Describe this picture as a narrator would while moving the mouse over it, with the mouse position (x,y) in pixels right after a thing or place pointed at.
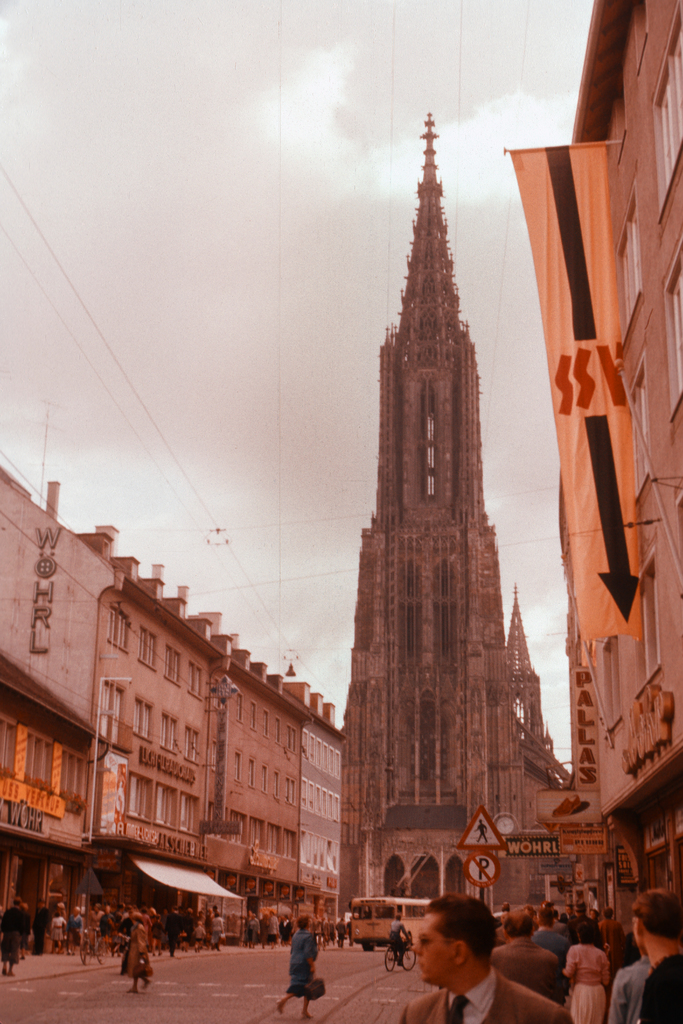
In this image there is the sky (256,176) towards the top of the image (187,317), there are buildings (382,660), there is a flag (586,324) towards the right of the image (585,362), there are boards (525,844), there is text (552,850) on the buildings (532,804), there is the road (182,990) towards the bottom of the image (198,980), there are vehicles (383,928) on the road (378,948), there are group of persons (472,938) walking, they are holding an object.
